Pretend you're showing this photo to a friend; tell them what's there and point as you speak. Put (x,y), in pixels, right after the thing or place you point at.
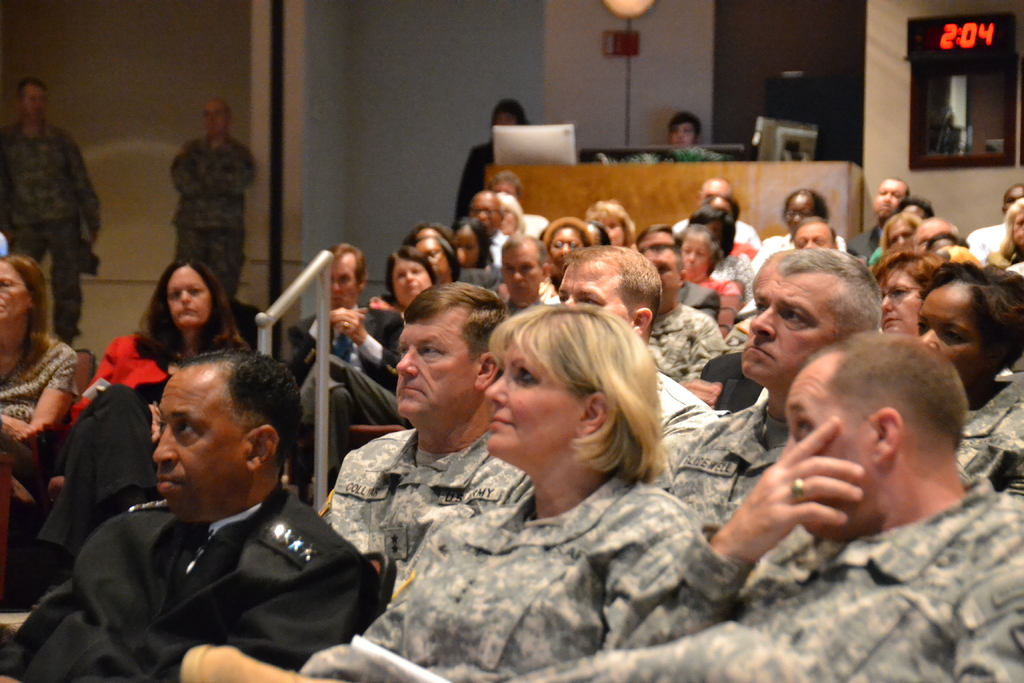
In this picture we can see a group of people (415,338) sitting on chairs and some people (202,221) are standing. In the middle of the people (299,395) there are iron rods (318,285). Behind the people (346,340), it looks like a table (579,194) and on the table (648,172) there are some objects (571,154). Behind the table (784,166) there is a wall (675,83) with a digital clock (934,38) and some objects (616,40).
